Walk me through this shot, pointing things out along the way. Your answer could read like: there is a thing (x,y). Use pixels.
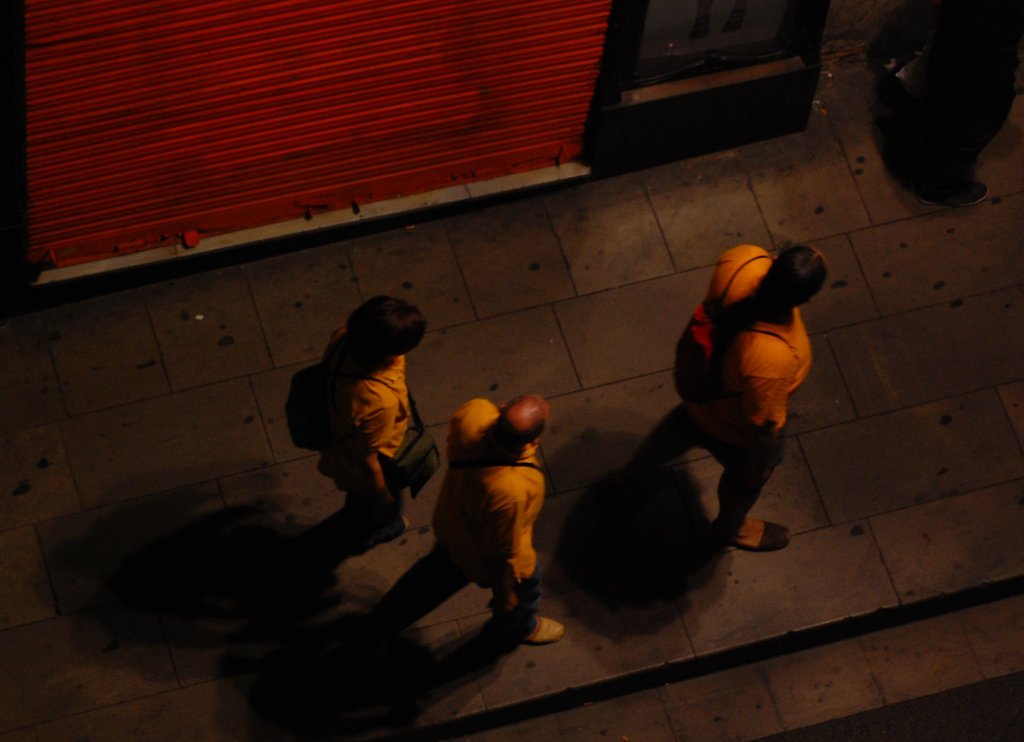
In this picture we can see people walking on the ground (867,550) and in the background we can see a shutter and some objects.
